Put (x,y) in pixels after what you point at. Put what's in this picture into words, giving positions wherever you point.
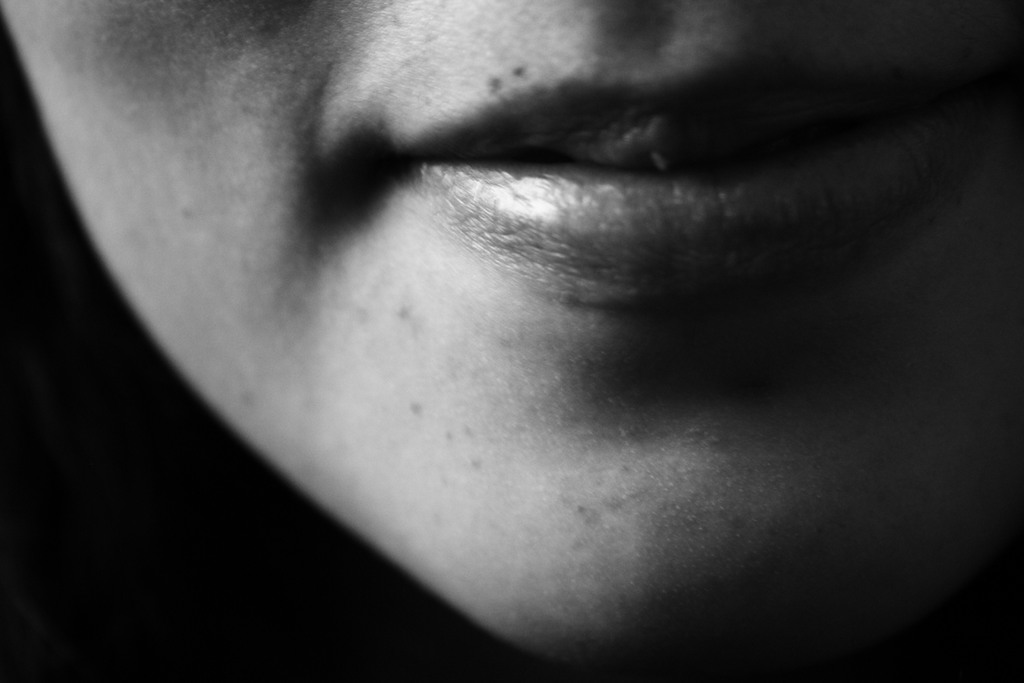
In this image I can see mouth (757,86) of a person (341,277). I can also see this image is black and white in colour.
